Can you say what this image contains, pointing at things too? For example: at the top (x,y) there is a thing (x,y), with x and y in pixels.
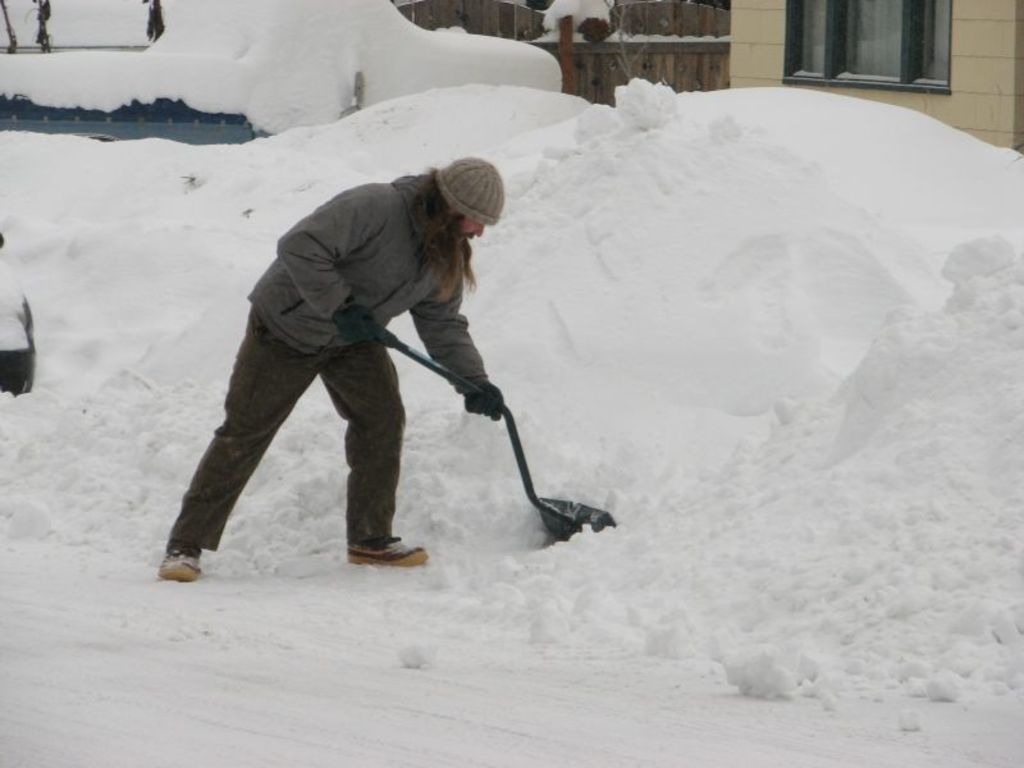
In this picture we can see a person (366,517) holding a spade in his hand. There is a snow (504,216). We can see a building (984,39) in the background (766,8).
